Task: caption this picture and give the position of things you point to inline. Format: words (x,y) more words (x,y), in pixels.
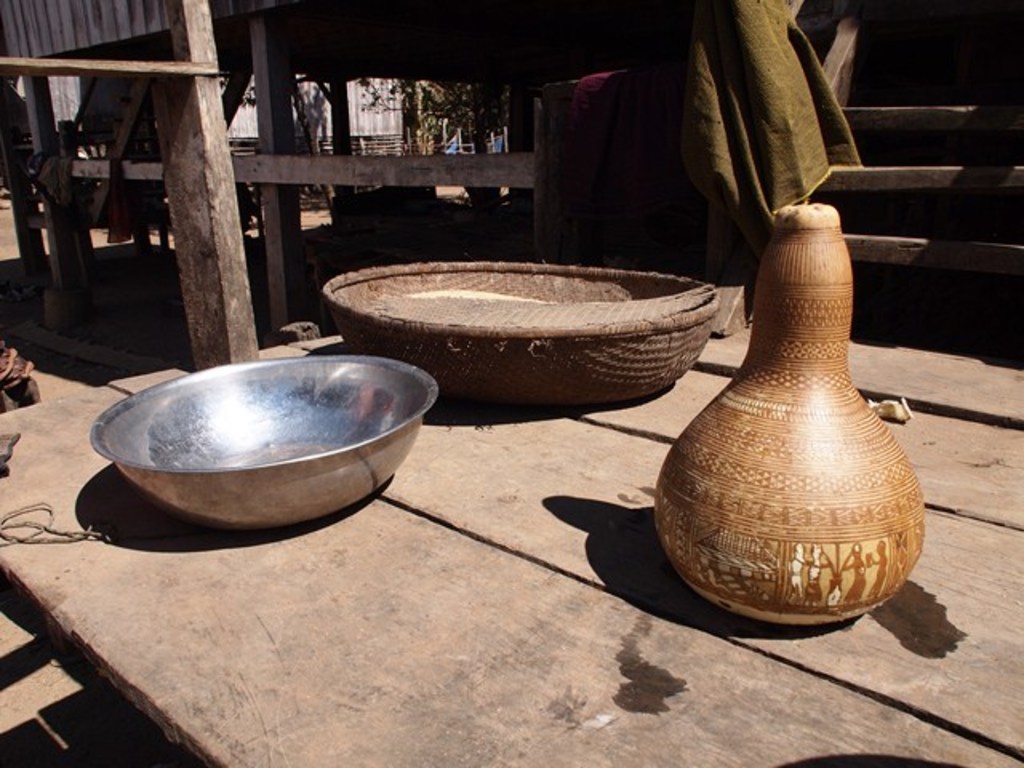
In this picture we can see a bowl (264,370), basket (469,366) and a jar (805,378) on the table (504,648), in the background (346,136) we can see few trees (412,99) and wooden barks (345,153).
